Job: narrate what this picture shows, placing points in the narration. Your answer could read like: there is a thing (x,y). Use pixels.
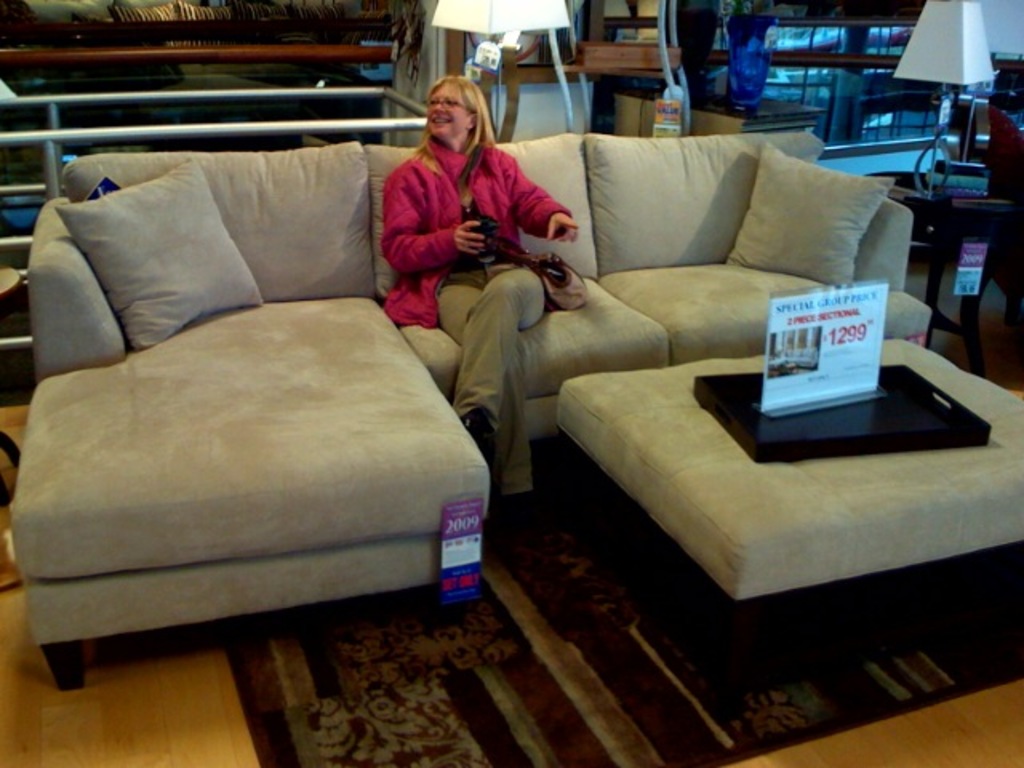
This picture is of inside the room (654,539). On the right (916,373) there is a center table (841,513) on the top (843,469) of which a paper (828,348) and a tray (882,426) is placed. In the right corner (971,45) there is a lamp (957,81) placed on the top (953,205) of the table (955,253). In the center (494,266) there is a woman (454,170) smiling and sitting on the couch (434,444) and in the foreground (238,684) we can see floor (173,727) covered with a carpet (773,697). In the background (491,12) there is a lamp (467,14) and another couch (136,1).
